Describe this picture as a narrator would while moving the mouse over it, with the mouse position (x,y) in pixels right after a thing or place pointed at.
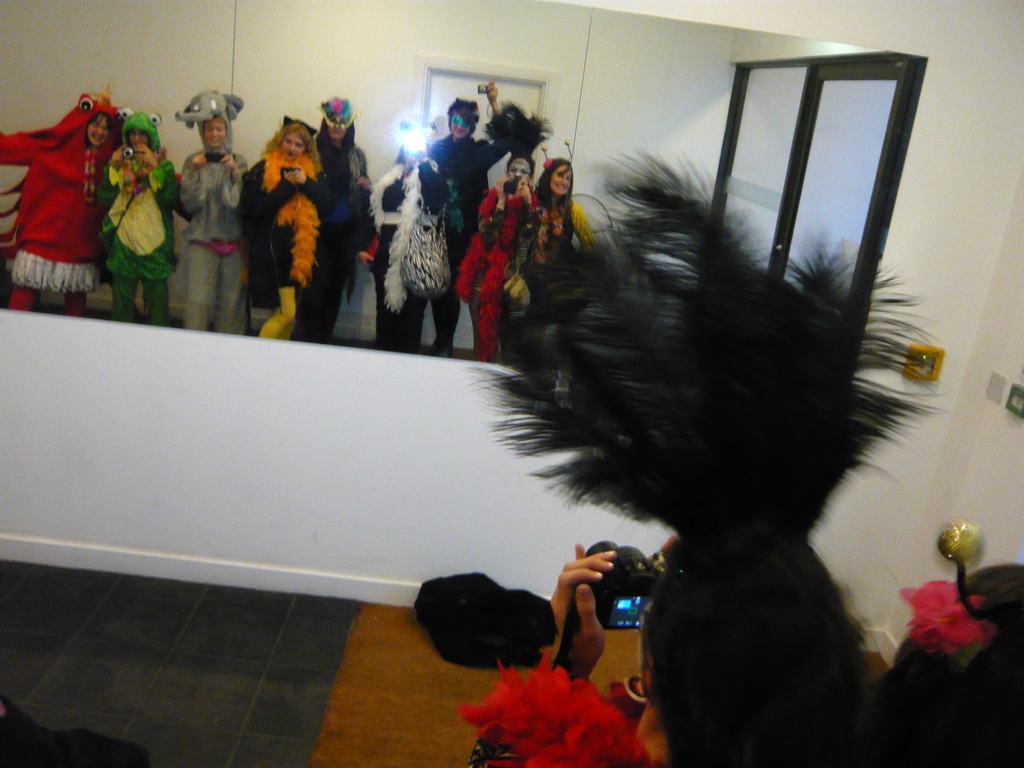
In this image we can see a mirror (582,191). In the mirror (568,191) we can see group of people (568,191) wearing costumes (222,187) are standing, some people (206,198) are holding camera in their hands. In the background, we can see a door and cupboard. In the right side of the image (1022,394) we can see some boxes (930,361) on the wall (950,333).
